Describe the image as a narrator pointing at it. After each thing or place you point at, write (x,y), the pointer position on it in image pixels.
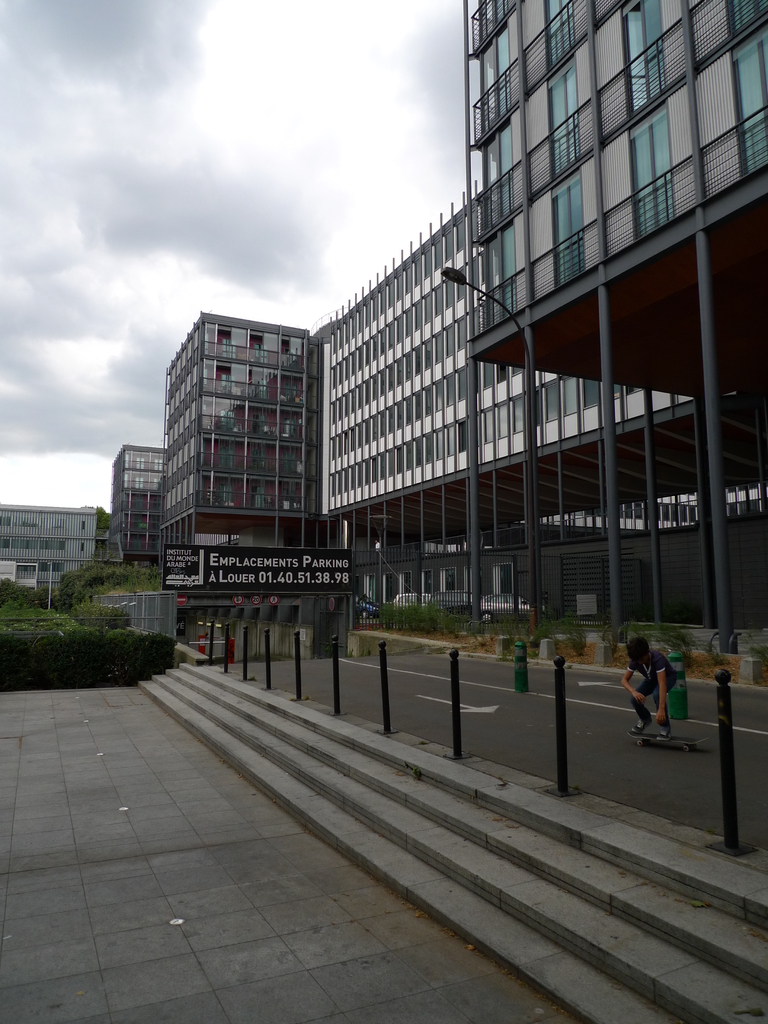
In the foreground of this image (423,821), there are stairs (426,830), pavement (294,863), bollards (673,710), road (522,702) and a man (666,718) skating on the road (648,746). In the background (303,446), there are glass buildings (133,536), greenery (108,621), a board (228,571) and sky (226,56) and the cloud (146,54) at the top (156,54).
